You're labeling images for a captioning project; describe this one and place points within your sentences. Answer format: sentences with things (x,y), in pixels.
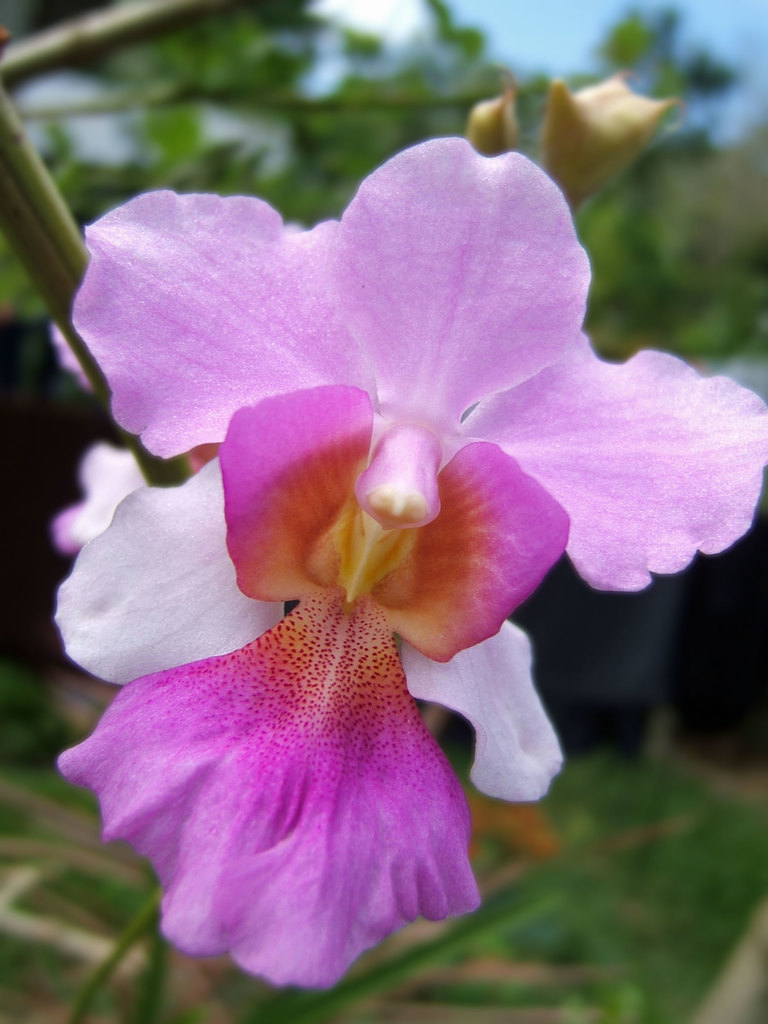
This is a zoomed in picture. In the center (460,603) we can see the flower (281,438). In the background (294,55) we can see the plants (696,187) and the sky (501,29).
